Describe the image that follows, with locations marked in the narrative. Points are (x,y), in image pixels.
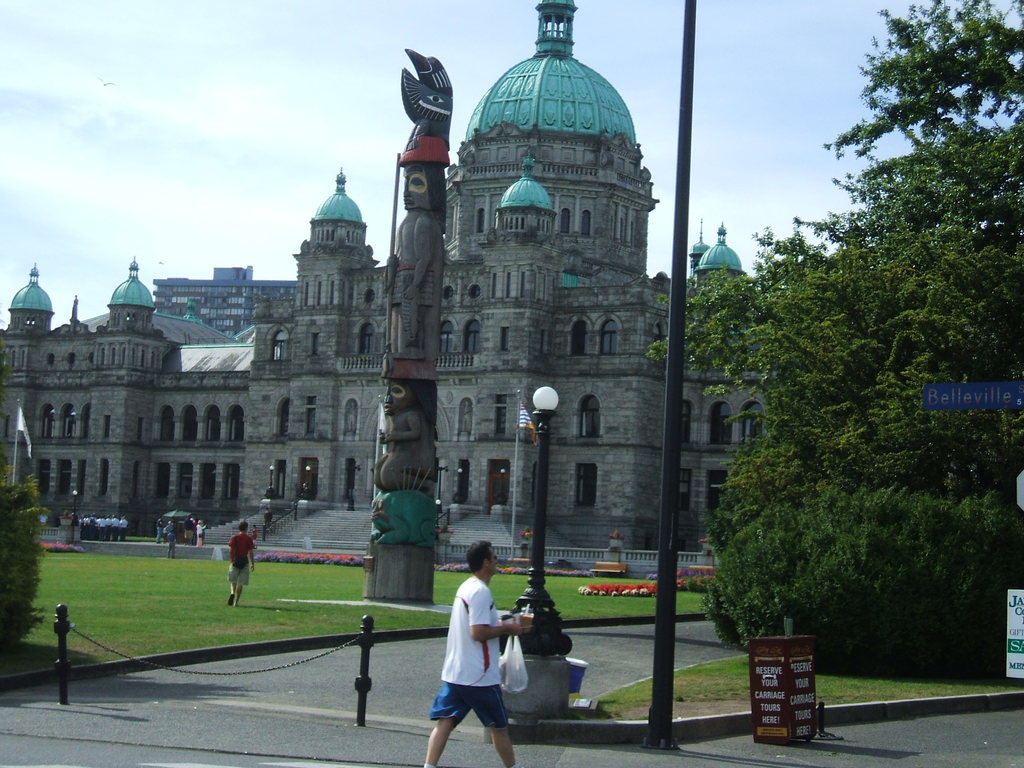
In the picture we can see a historical building (208,369) near to it we can see a grass surface (158,583) and path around it and with some poles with lights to it and we can also see some trees (967,257) and in the background (753,145) we can see a sky (153,62).
